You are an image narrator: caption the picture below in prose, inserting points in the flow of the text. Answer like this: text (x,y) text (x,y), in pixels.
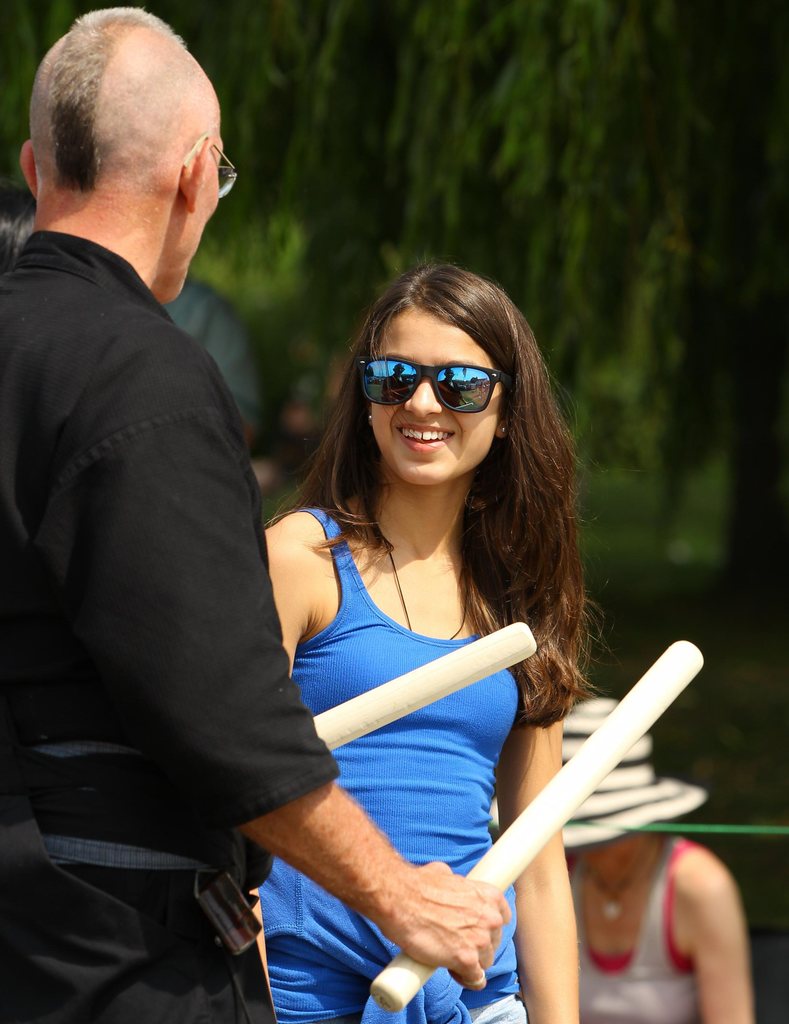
In the foreground of this image (420,796), there is a woman (416,742) in blue colored dress (456,785) wearing spectacles (439,392) and having smile (435,442) on her face (423,440). On left (80,641), there is a man (123,737) in black dress (174,697) holding two rods (590,737) in his hand (428,892). On right bottom corner (699,938), there is a woman (652,834) wearing a hat (647,798). In the background (632,223), there are trees (545,187).
